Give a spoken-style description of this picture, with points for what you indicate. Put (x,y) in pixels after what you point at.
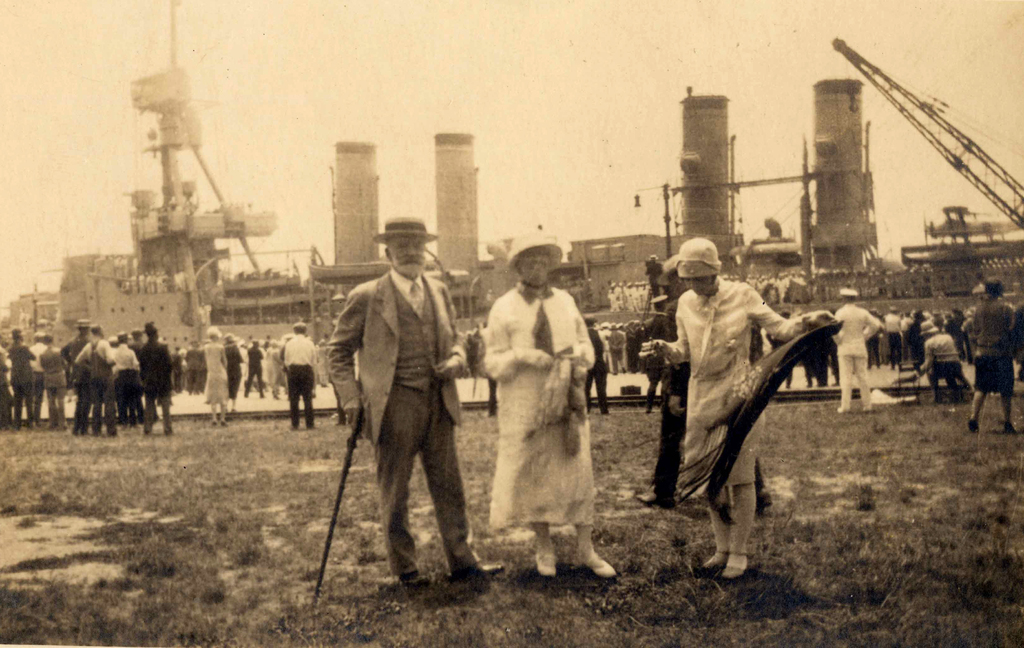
In this image, we can see people (109,377). Few people (590,436) are standing on the grass (685,568). In the middle of the image (422,385), people (425,439) are holding some objects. In the background (606,269), there is a ship (731,232), containers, poles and some objects (245,211).
